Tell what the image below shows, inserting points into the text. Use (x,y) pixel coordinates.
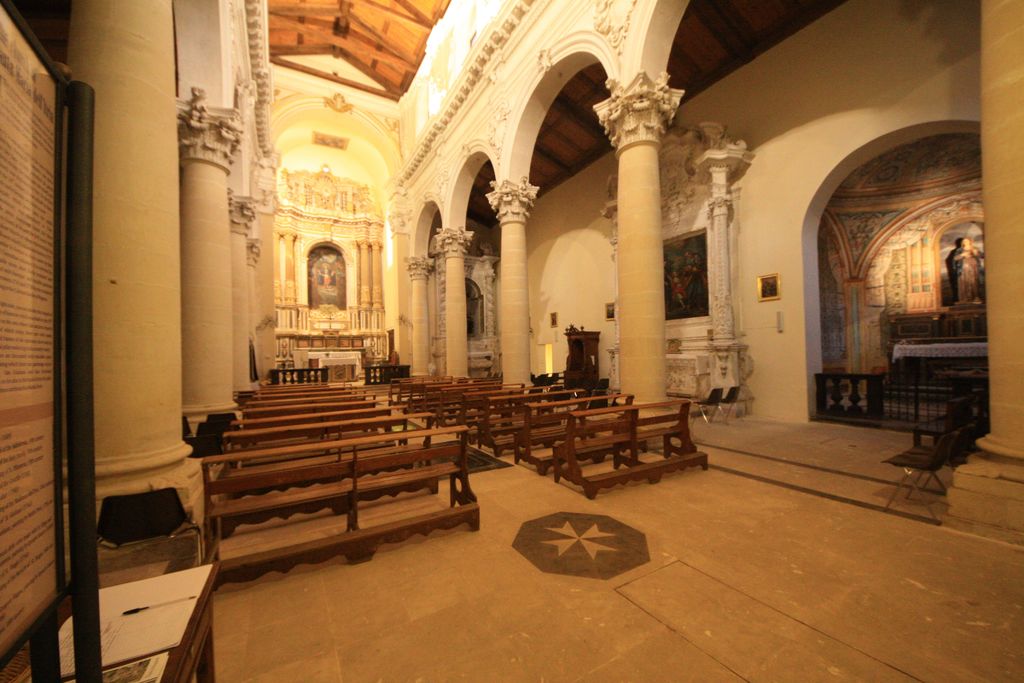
This image consists of a building (403,184). In the front (139,305), there are pillars (655,332). At the bottom (320,463), there are benches (476,424) on the floor (346,583). On the left (27,421), we can see a board (32,319). On the right (876,159), there is an arch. At the top (360,35), there is a roof (360,35).
